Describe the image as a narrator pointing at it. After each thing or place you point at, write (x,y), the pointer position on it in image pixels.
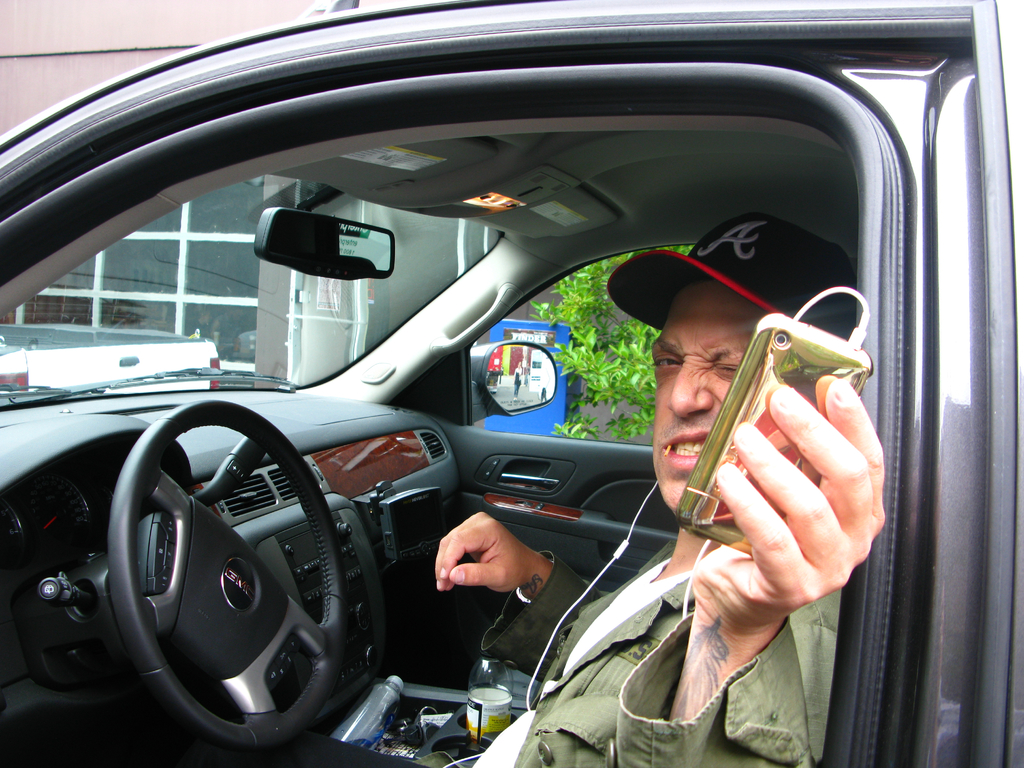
This picture is clicked outside. In the foreground (858,497) we can see a person (664,600) holding a device (781,379) and sitting in the car (498,389) and we can see the bottles (392,720) and some other objects (436,710), we can see the reflection (515,378) of the person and reflections (522,364) of some other objects (534,357) in the mirror (485,368) of the car (466,372). In the background (585,373) we can see the green leaves (574,317), building (299,289), vehicle (3,353) and some other objects (494,334).
